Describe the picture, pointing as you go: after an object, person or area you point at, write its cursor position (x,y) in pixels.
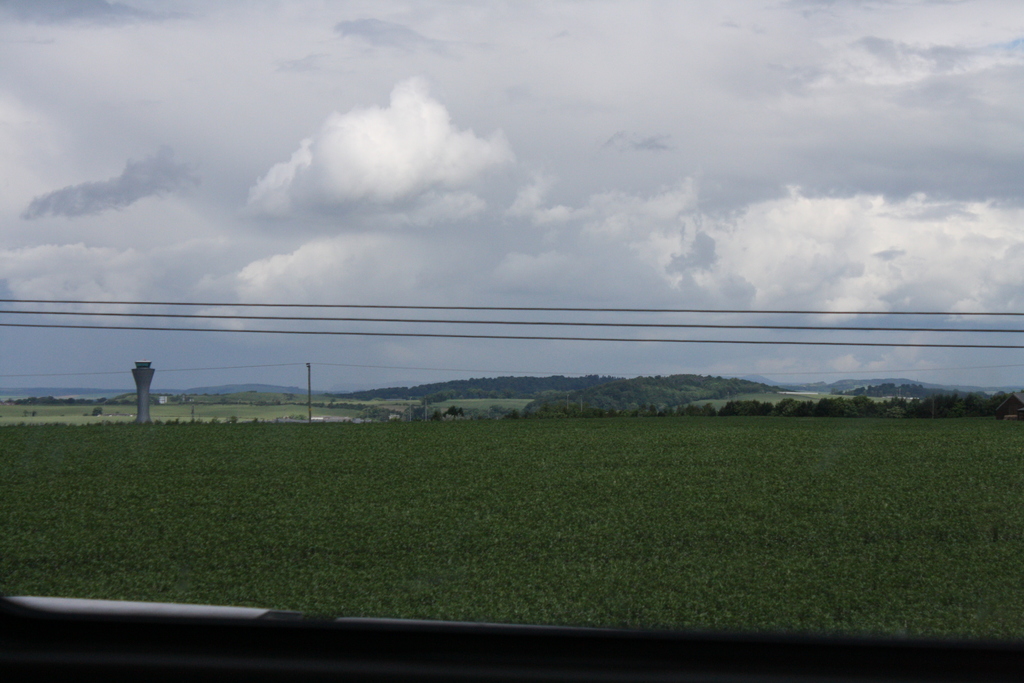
In the foreground of the picture (560,493) there is a field (587,487). In the center of the picture (562,384) there are trees (669,406), tower (149,387), poles (308,377) and cables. Sky (371,125) is cloudy. At the bottom (176,669) there is railing (800,666).
